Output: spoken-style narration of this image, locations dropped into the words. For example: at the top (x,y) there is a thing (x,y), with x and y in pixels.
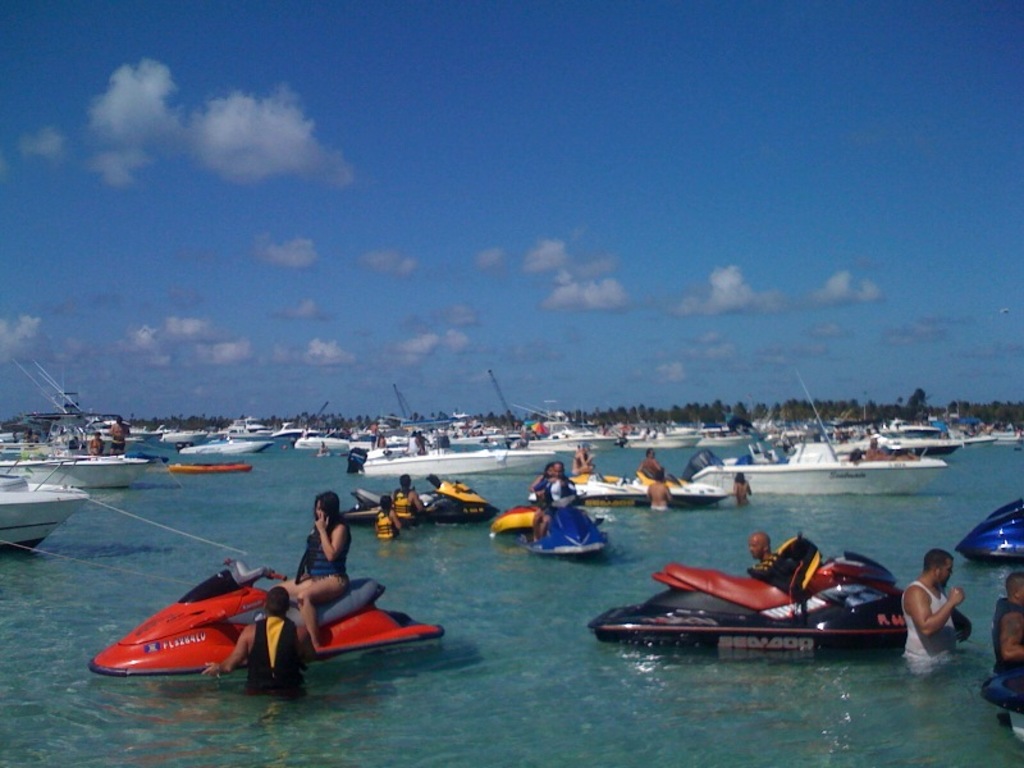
In this image we can see some boats (472,457). Few people (537,482) are sitting in the boats (472,443). Few people (759,569) are swimming and we can also see trees (181,422), water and sky (449,280).
